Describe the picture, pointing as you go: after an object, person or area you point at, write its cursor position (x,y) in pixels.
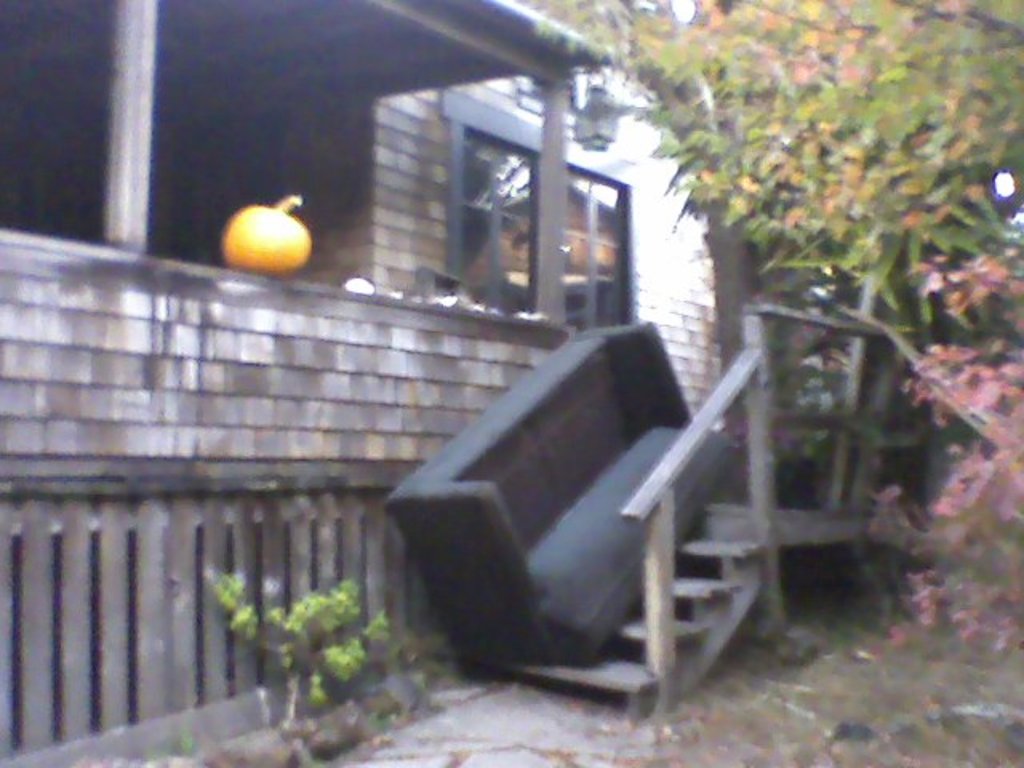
In this picture there is a wooden house (428,406) with stairs (703,433). On the stairs (648,558) there is a sofa (522,465). On the wall (244,305) there is a pumpkin (258,268). Towards the top right (919,197) there are trees (923,315).
